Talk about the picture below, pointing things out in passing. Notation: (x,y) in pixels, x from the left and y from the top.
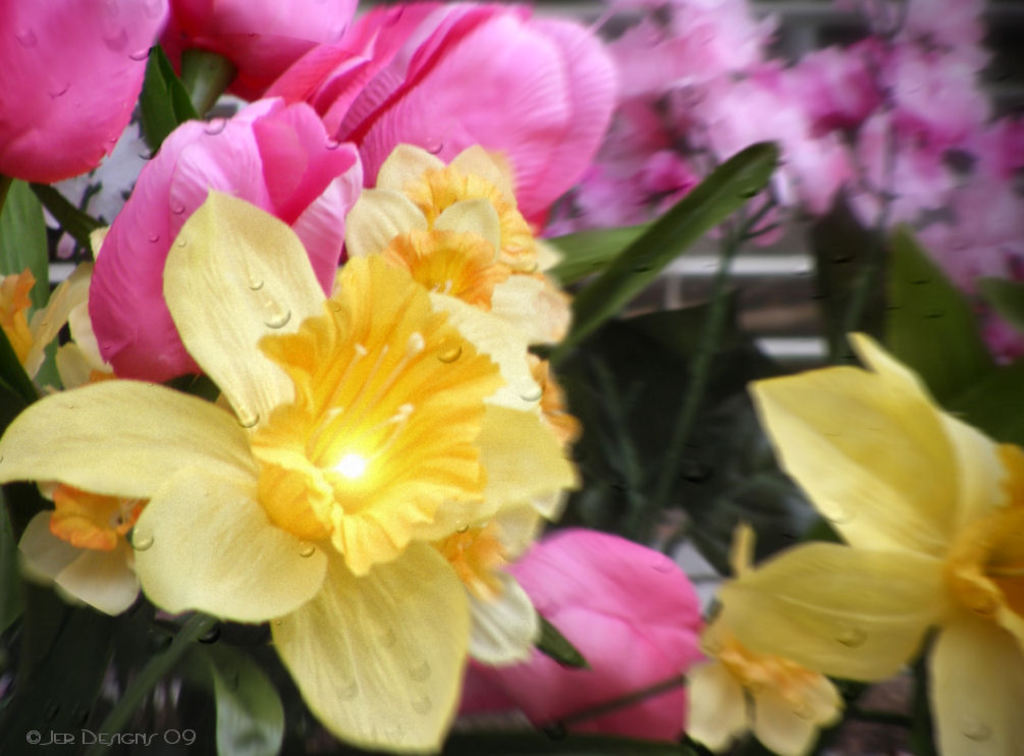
This consists of flowers (228,308) in yellow and pink color. At the bottom (215,645), we can see green leaves (0,594).
